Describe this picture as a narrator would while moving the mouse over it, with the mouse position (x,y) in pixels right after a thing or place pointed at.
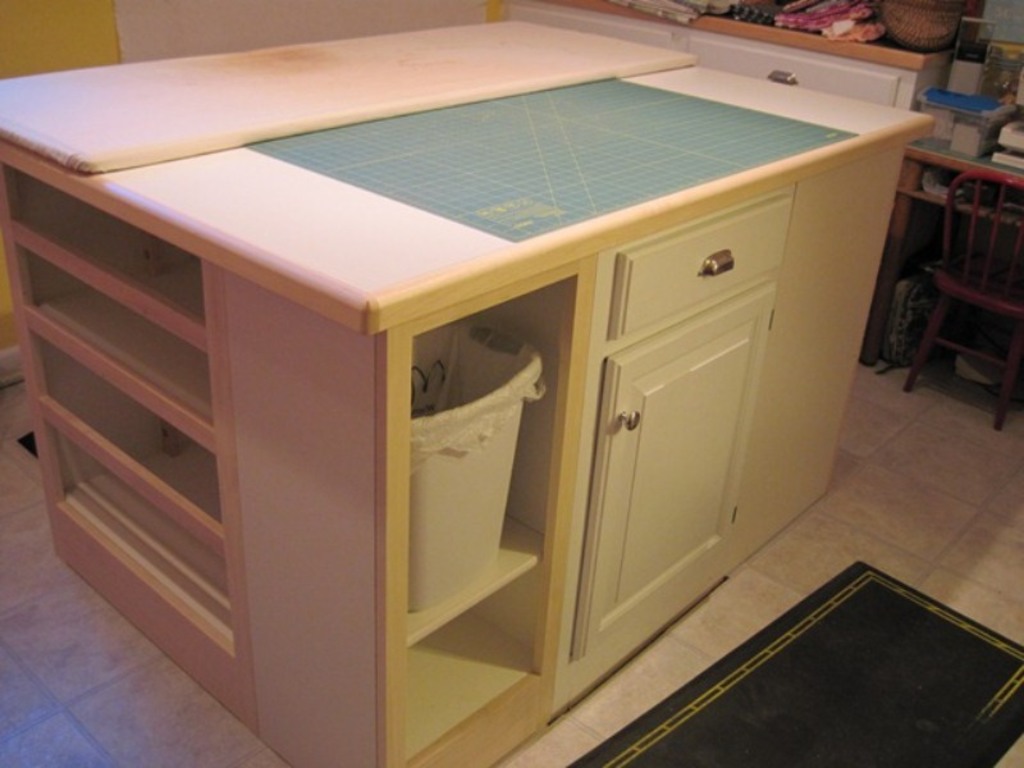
In this image I can see a table (381,496) and the dustbin (467,396). To the right (1000,187) there is a chair (947,218) and some of the objects (969,105) on the table (974,159).
